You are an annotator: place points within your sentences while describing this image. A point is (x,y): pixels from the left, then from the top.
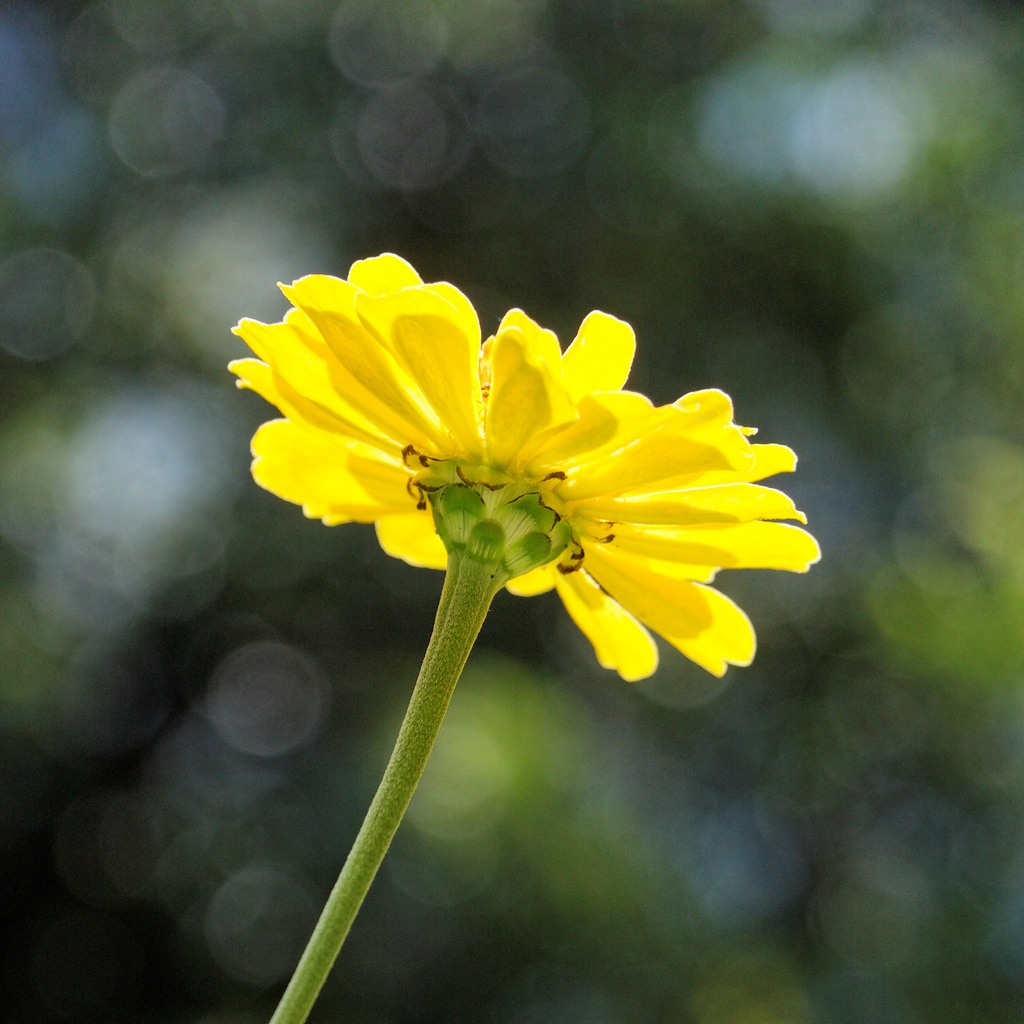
In the center of the image (534,489) we can see a flower (577,523). In the background (231,16) the image is blur.
